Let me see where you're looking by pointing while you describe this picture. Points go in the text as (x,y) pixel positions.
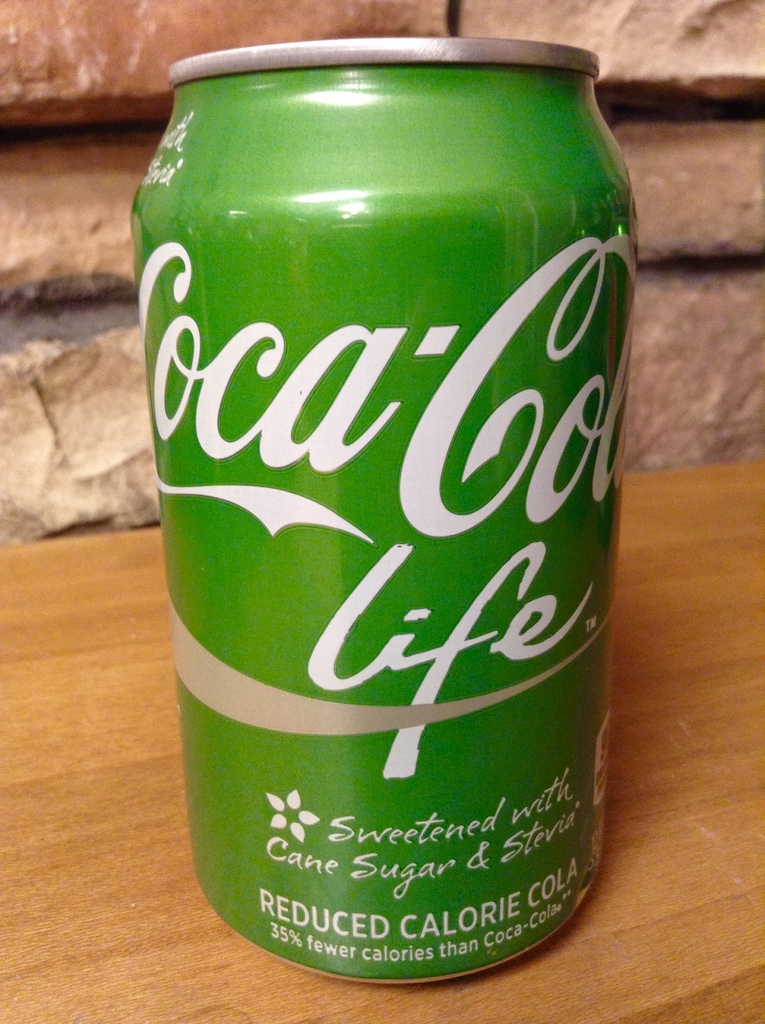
In the picture I can see a tin (387,411) which is in green color and there is coca cola (278,427) written on it and there is a brick wall (637,141) in the background (637,141).
